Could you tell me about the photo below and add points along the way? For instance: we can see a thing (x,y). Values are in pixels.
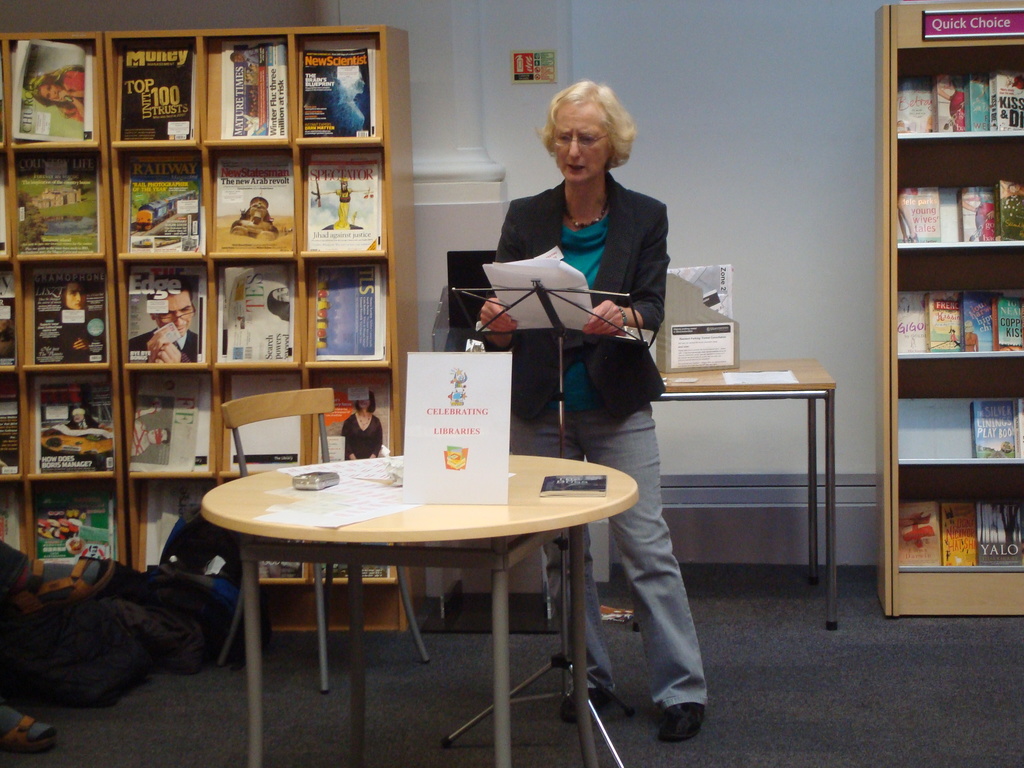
In this picture we can see woman (548,408) standing holding paper (562,286) in her hands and in front of her we can see table (264,486) and on table (534,480) we have book (572,491), name board (468,489), device (336,480) and in background (401,165) we can see books (219,208) in racks (398,252), wall (764,51), some person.
